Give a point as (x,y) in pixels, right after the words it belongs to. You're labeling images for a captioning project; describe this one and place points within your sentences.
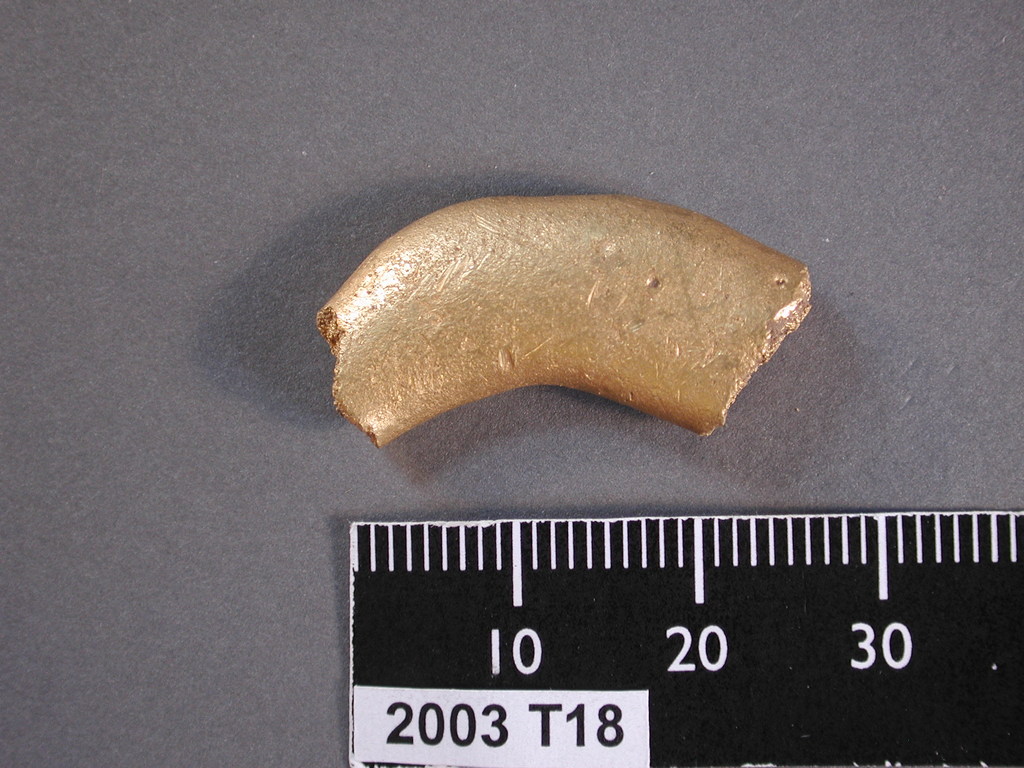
In this image we can see a piece of metal (565,318) and a scale (515,615) placed on the surface (218,295).
